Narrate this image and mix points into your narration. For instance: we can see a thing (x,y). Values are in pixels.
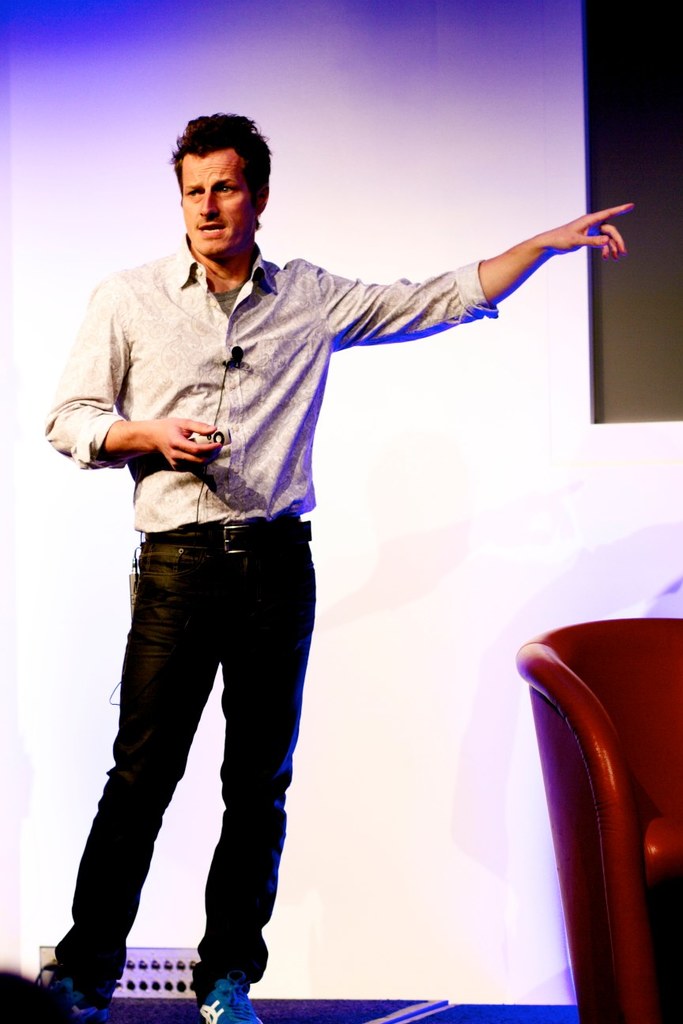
In this picture the man (203,404) is standing and talking something and pointing his finger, behind him there is a chair (642,791), in the background (525,542) we can see a screen (448,429).
